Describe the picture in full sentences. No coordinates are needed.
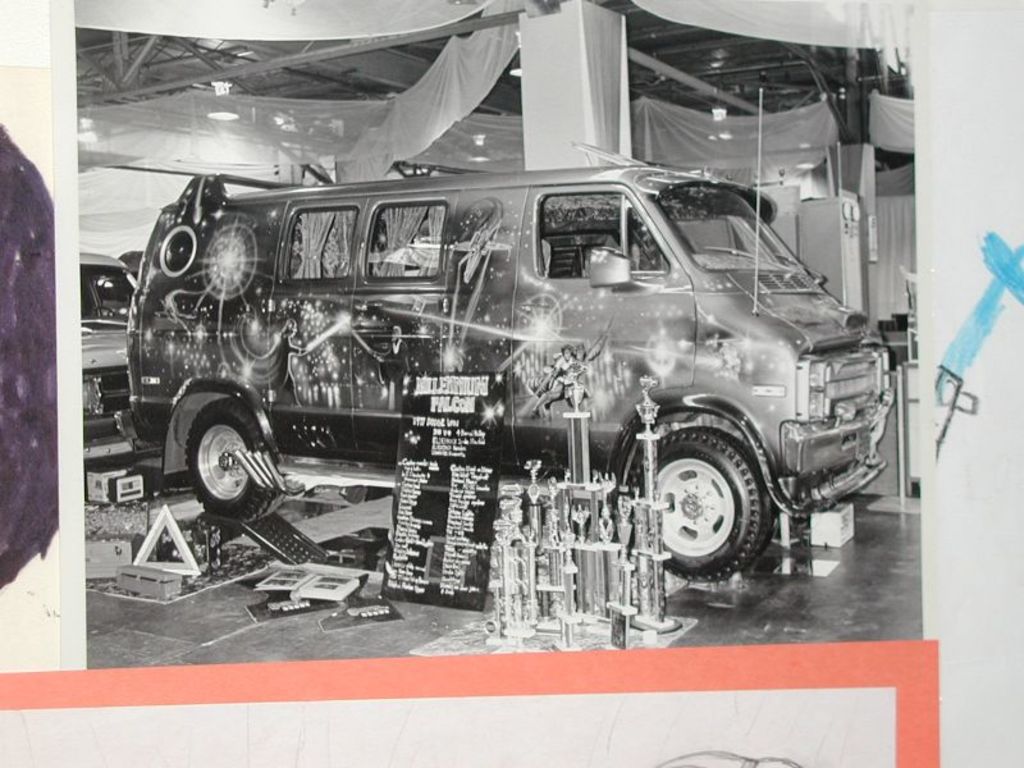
As we can see in the image there
